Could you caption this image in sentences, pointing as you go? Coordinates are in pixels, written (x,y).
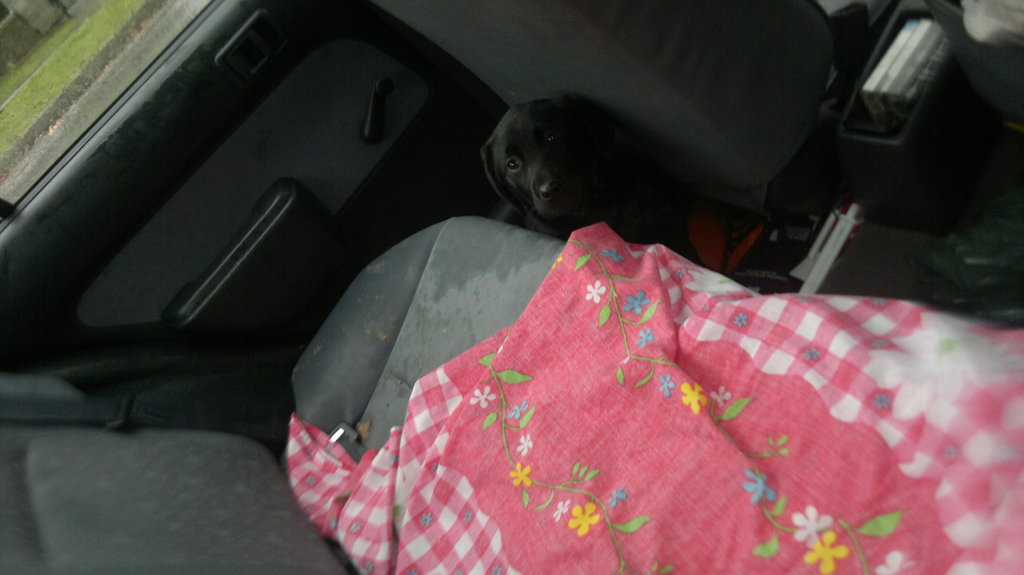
This image is taken from inside the car (371,231). In this image there is a dog (528,159) and bed-sheet (668,387) on the seat (394,293), handles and glass window (9,39) on the door (205,273). From the glass window (91,83) we can see there is a grass (61,35).
